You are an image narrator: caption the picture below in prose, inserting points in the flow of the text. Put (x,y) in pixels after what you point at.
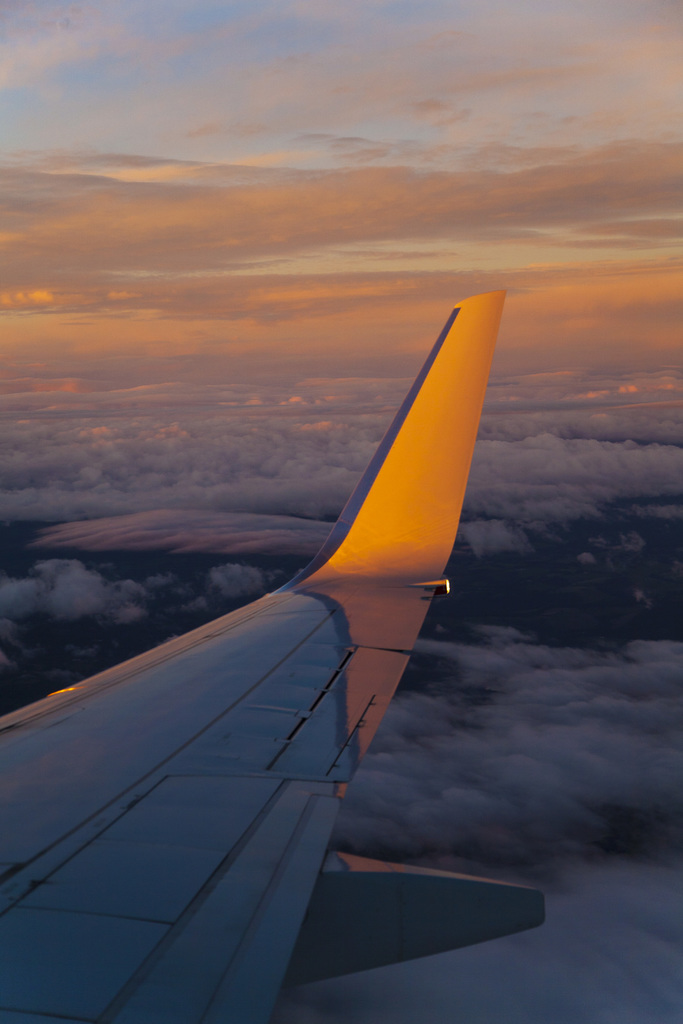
In this image we can see part of a flight (182,755). In the back (132,436) there is sky (282,279) and clouds (560,439).
